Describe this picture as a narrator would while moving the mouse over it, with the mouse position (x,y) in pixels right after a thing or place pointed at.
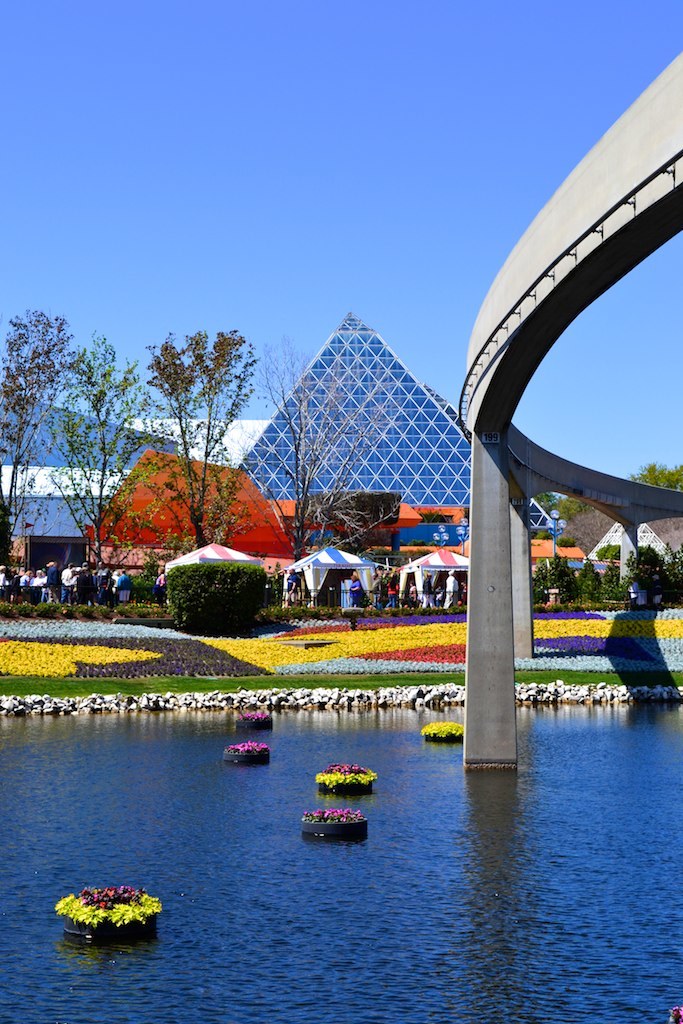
At the bottom of the image (398,944) there is water (184,888). There are plants (339,780) on the water (292,767). In the background of the image (378,360) there is a pyramid structure (401,393). There are trees (169,357). There are tents (337,562). There are plants (208,587). There is grass (190,685). To the right side of the image (517,478) there is concrete structures (503,569) with pillars (507,553).
